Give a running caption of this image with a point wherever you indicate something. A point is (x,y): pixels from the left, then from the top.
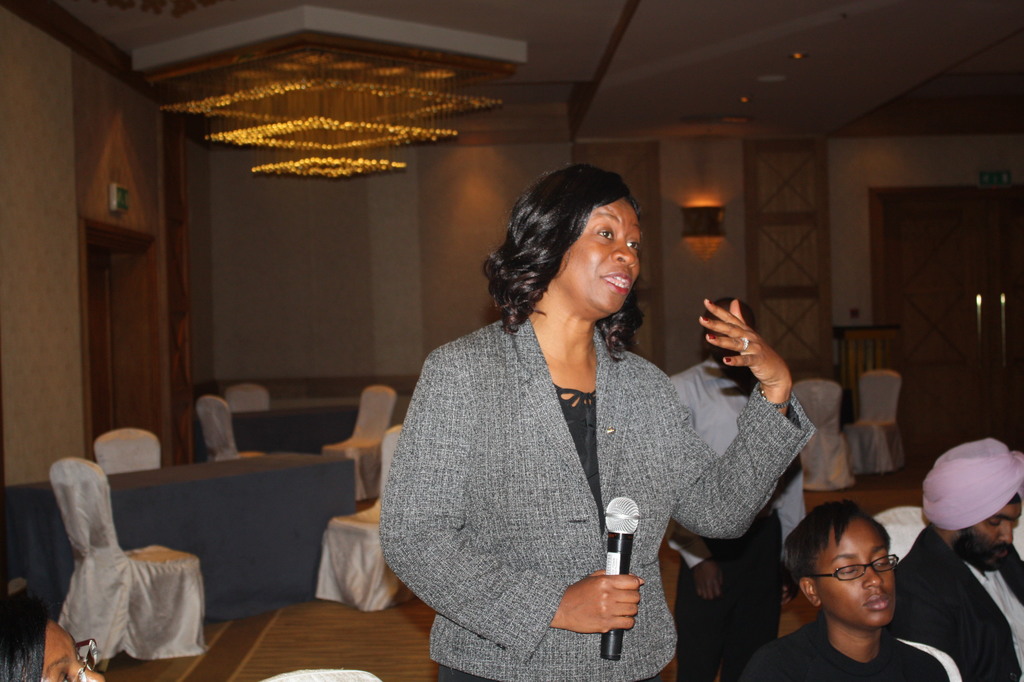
There is a lady (575,348) standing in the center of the image (512,419) holding a mic (630,541) in her hand (617,578) and there are people (1012,590) sitting at the bottom side (927,578) and there is a person (724,373) behind the lady (528,608). There are tables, chairs (834,385), doors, chandelier (334,117) and lamp (707,228) in the background area (694,230).
